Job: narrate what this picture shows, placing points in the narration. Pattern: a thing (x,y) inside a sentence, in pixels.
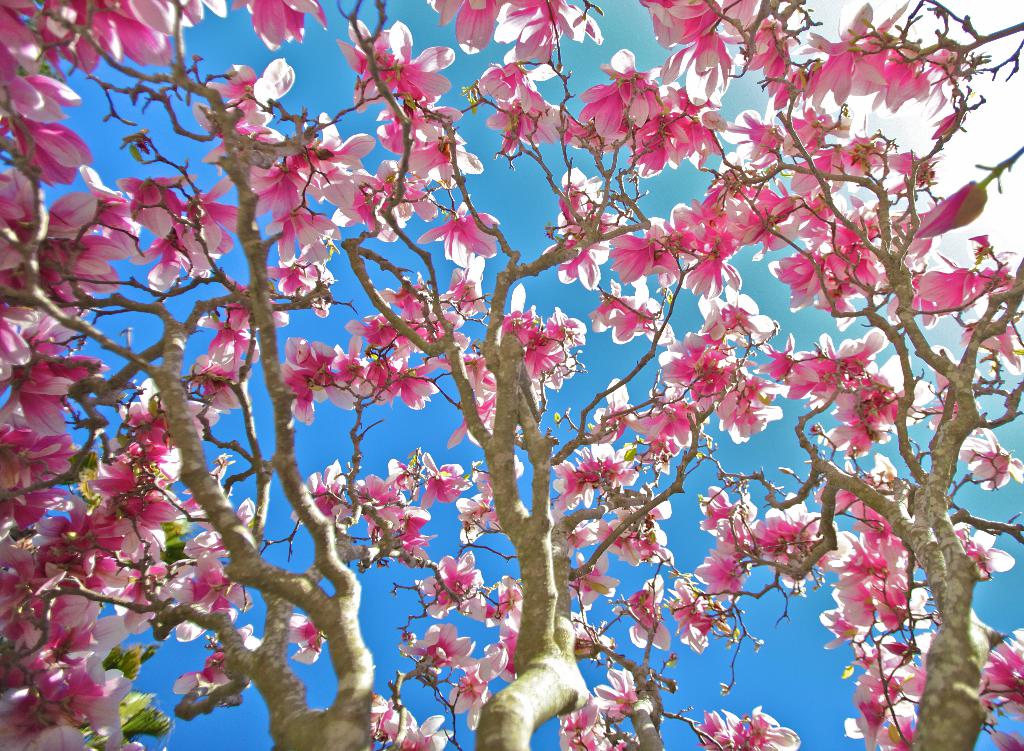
In this picture, it seems like pink color flower plants (515,356) in the foreground (761,313) and sky (413,258) in the background (522,239).
